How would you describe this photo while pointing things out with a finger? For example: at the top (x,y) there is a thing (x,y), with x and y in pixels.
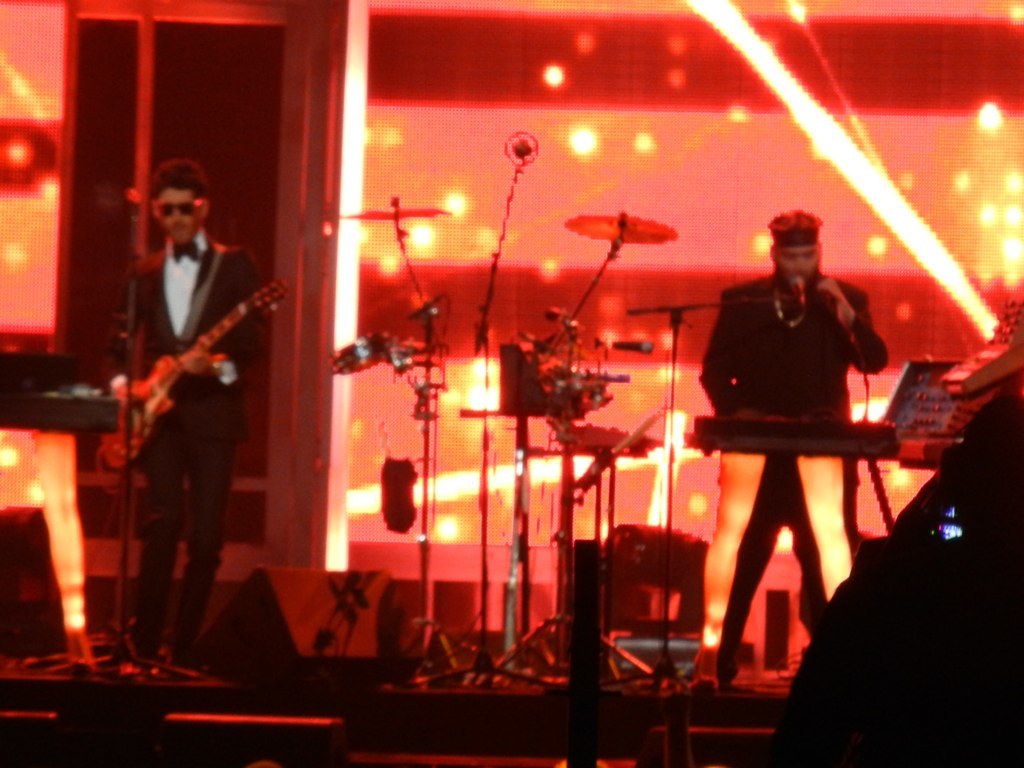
In this picture there is a man (224,302) who is playing the guitar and is a drum set (525,526) another person (801,566) standing here and playing the piano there are some stands (485,508) and cables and screen (628,93) behind them.
